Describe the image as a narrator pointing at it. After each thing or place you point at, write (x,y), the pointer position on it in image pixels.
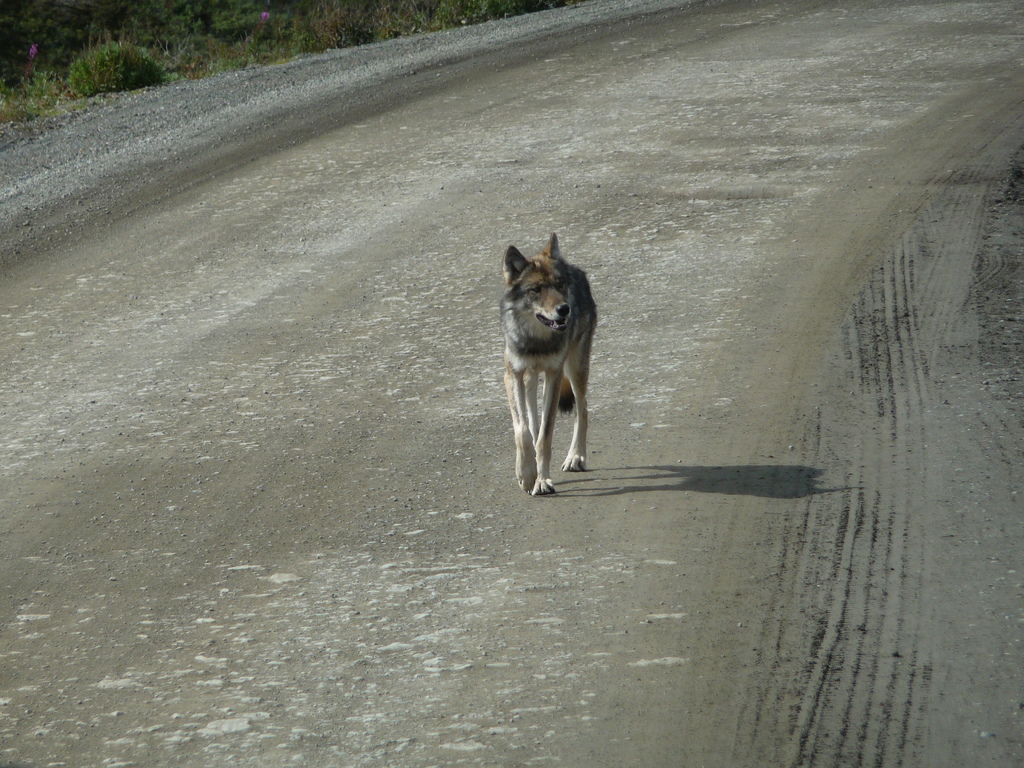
In this image we can see a dog (545,417) on the road (403,113) and also we can see the grass (120,65).
